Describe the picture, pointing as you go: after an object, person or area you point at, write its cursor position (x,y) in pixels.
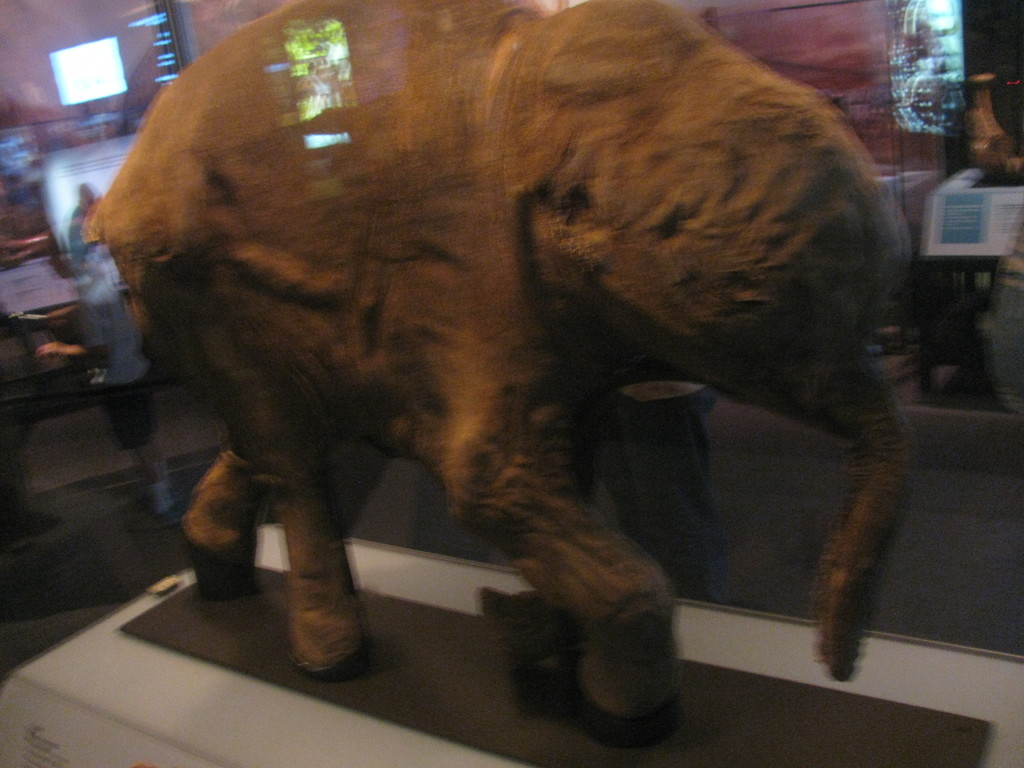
In this picture we can see an elephant statue (774,198) on a platform (957,718) and in the background (69,333) we can see a screen (52,64), some objects (61,153) and two persons (103,279).
